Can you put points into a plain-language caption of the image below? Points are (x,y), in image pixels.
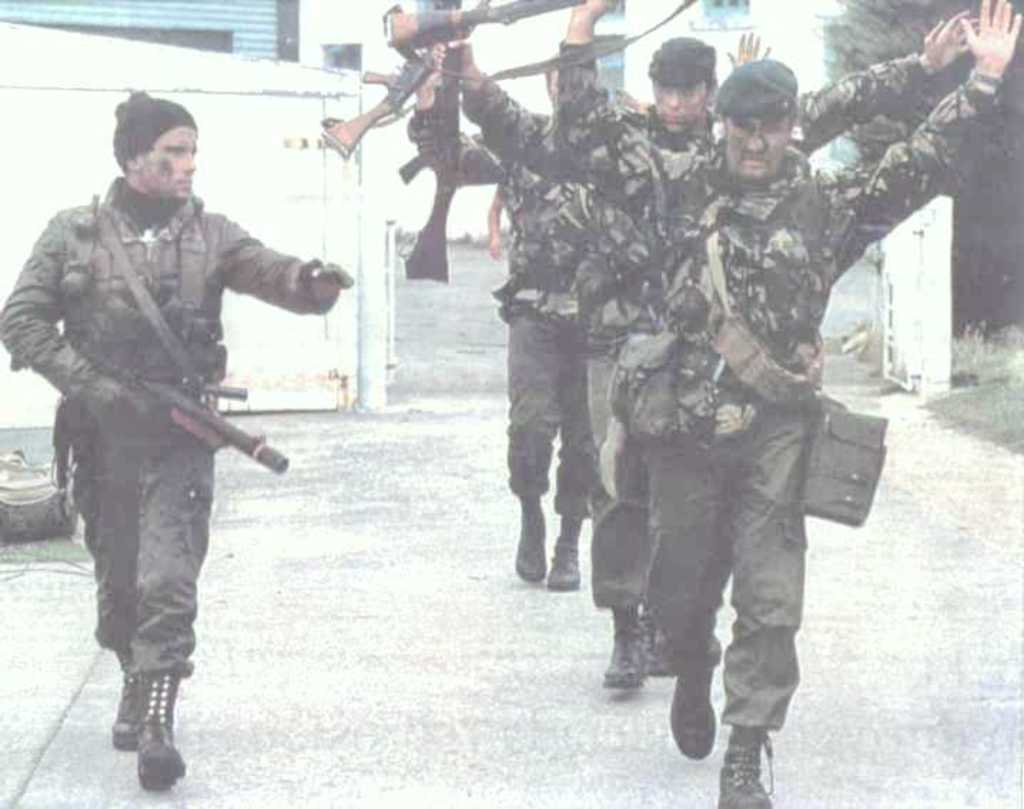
In this picture we can see four persons (533,304) are walking and holding guns (442,227), on the left side (12,529) there is a bag (16,509), in the background (359,49) we can see a building (346,54), on the right side (899,34) there is a tree (884,44).
